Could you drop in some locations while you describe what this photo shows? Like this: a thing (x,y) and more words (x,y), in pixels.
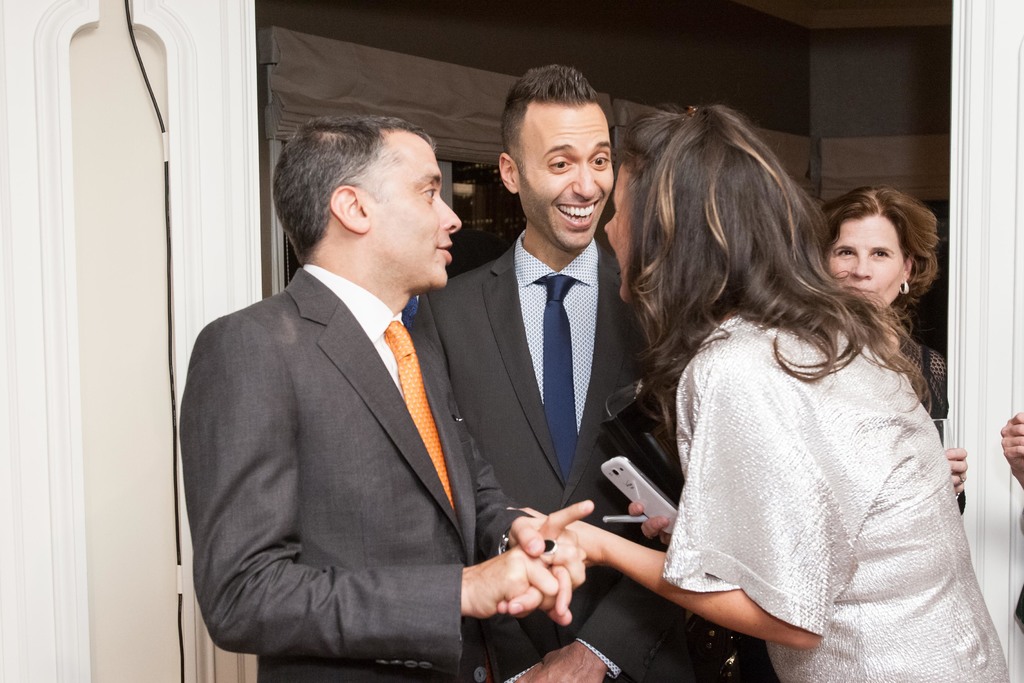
In this image there are people (766,421), walls (832,106), curtains (874,163) and window (459,168). People (551,353) are holding objects (637,497).
